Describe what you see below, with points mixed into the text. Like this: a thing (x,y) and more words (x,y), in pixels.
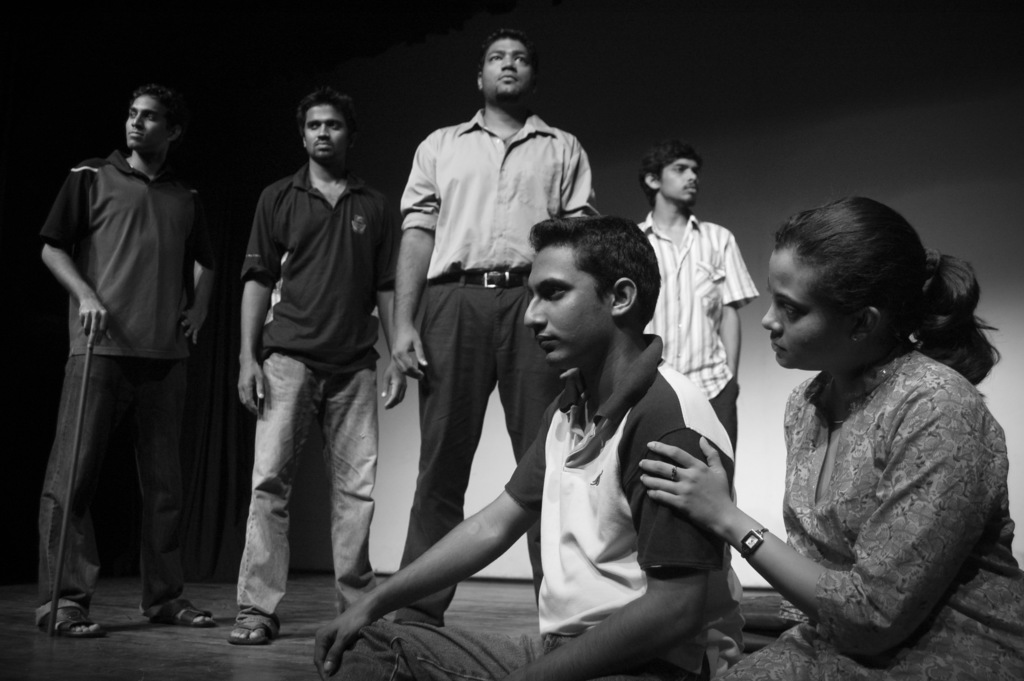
This is a black and white image, in this image there are some people (469,215) standing, and some of them are sitting and one person (95,400) is holding a stick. At the bottom (184,594) there is floor (758,608), and in the background (789,194) it looks like a wall (324,468).
